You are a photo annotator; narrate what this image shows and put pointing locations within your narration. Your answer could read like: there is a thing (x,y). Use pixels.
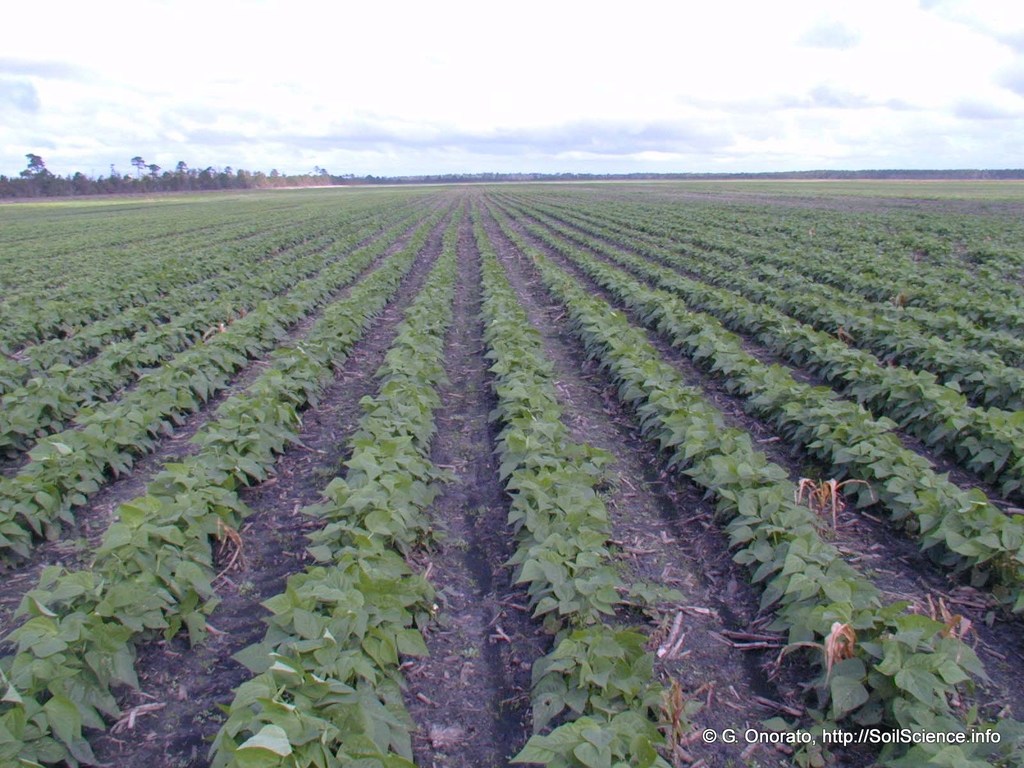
In the image there is a cultivated land (433,526) with plants (430,596) and leaves (362,554). In the background (25,181) there are trees (824,177). At the top of the image (667,95) there is a sky (489,112) with clouds (379,66). In the bottom right corner of the image (702,734) there is a watermark (936,740).
